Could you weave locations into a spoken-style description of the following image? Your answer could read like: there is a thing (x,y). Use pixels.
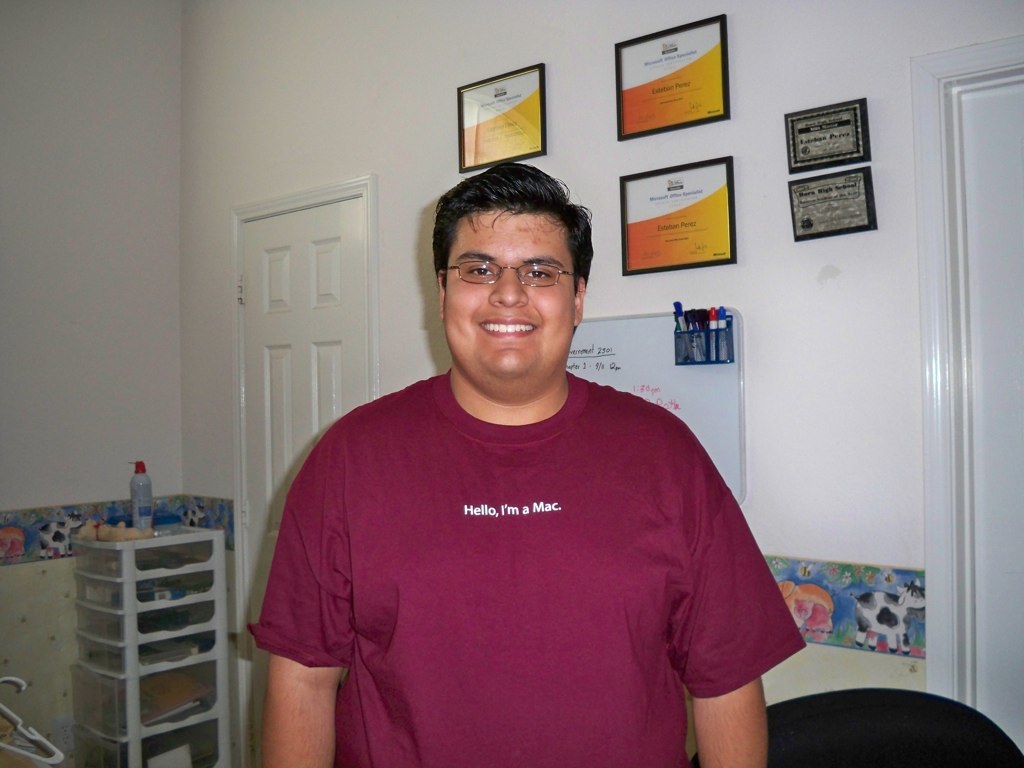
In this picture we can see a man (313,543) wore a spectacle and smiling and at the back of him we can see doors (291,230), frames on the wall (770,148), sketch pens (688,320), board (629,369), bottle (143,520) and some objects (886,718).
